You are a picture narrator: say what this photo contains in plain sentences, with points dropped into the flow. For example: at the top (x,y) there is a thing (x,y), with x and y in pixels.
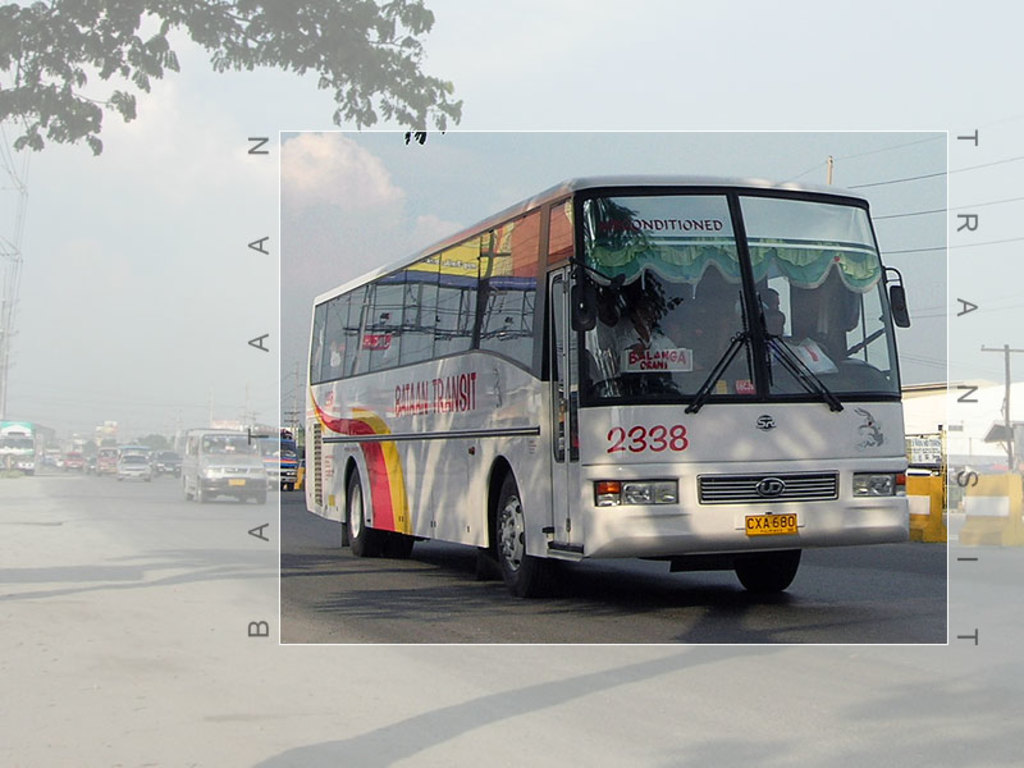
In the image we can see there are vehicles (311,417) on the road (386,619). Here we can see the road (446,621), electric wires (867,187), electric pole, leaves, building (920,414) and a cloudy sky (496,165).
